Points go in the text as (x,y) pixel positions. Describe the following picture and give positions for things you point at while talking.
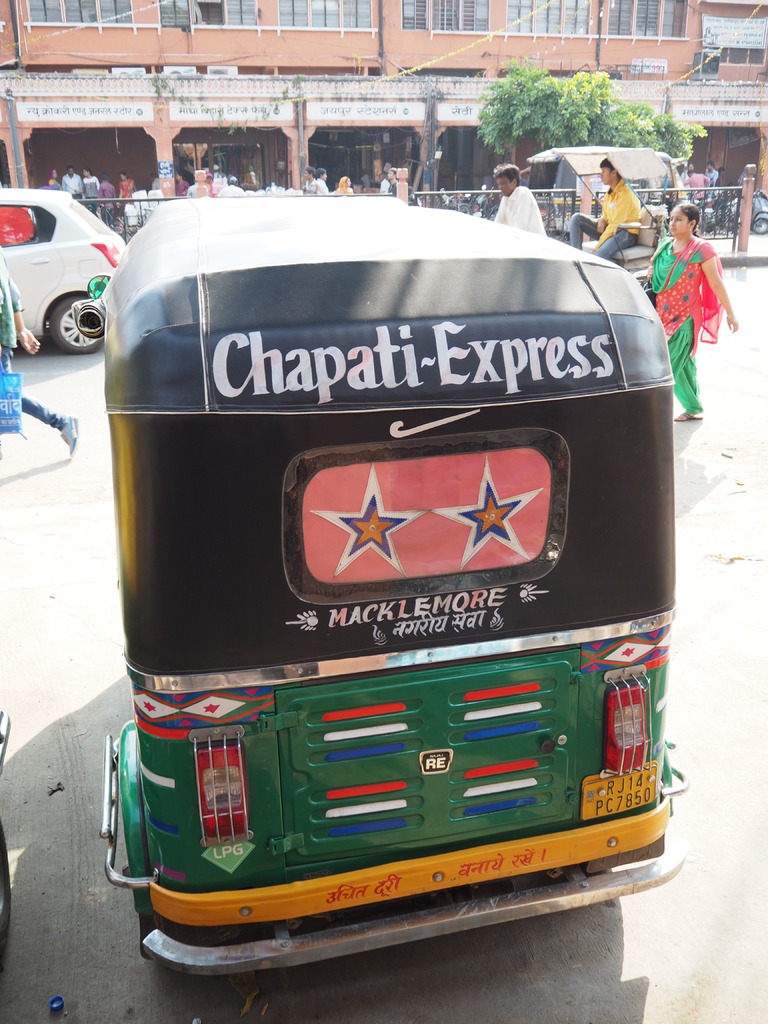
There is a auto (356,611) in the middle of this image (380,489) and there are some persons (655,260) in the background (519,218). We can see there is a car (60,274) on the left side of this image (67,253), and there is a tree (620,133) on the right side of this image (562,122). There is a building (266,100) at the top of this image (281,91).
